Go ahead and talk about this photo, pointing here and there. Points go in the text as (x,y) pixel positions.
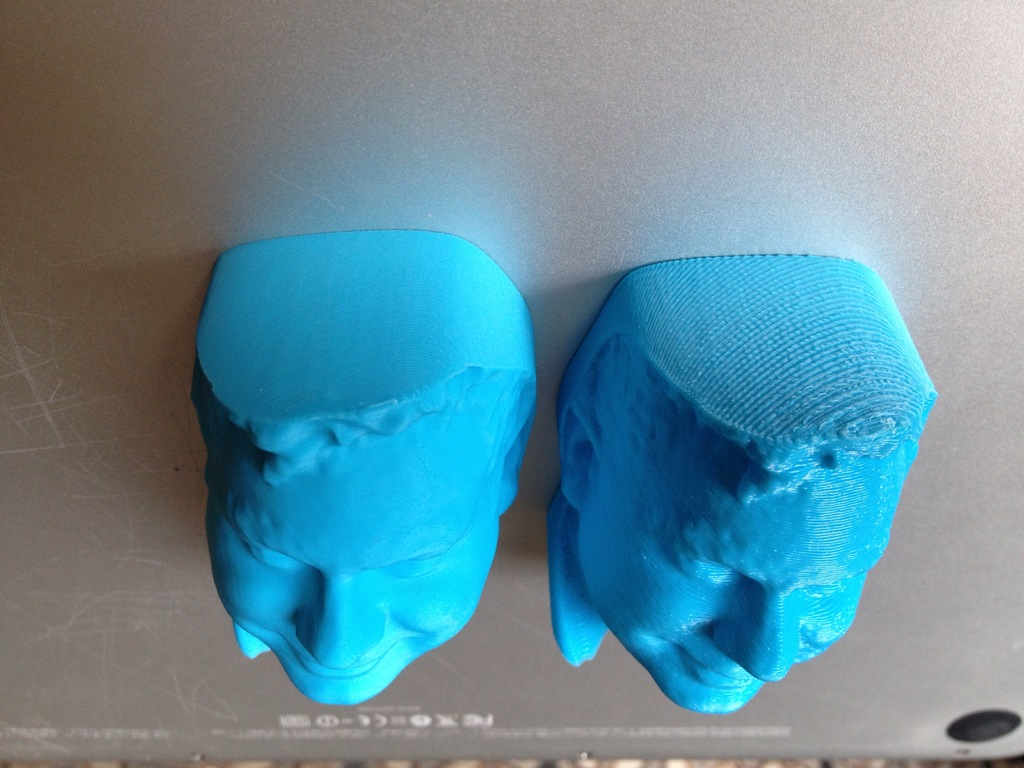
In the foreground of this image (425,471), there are two plastic faces (621,456) and it seems like they are on a laptop (479,748).
